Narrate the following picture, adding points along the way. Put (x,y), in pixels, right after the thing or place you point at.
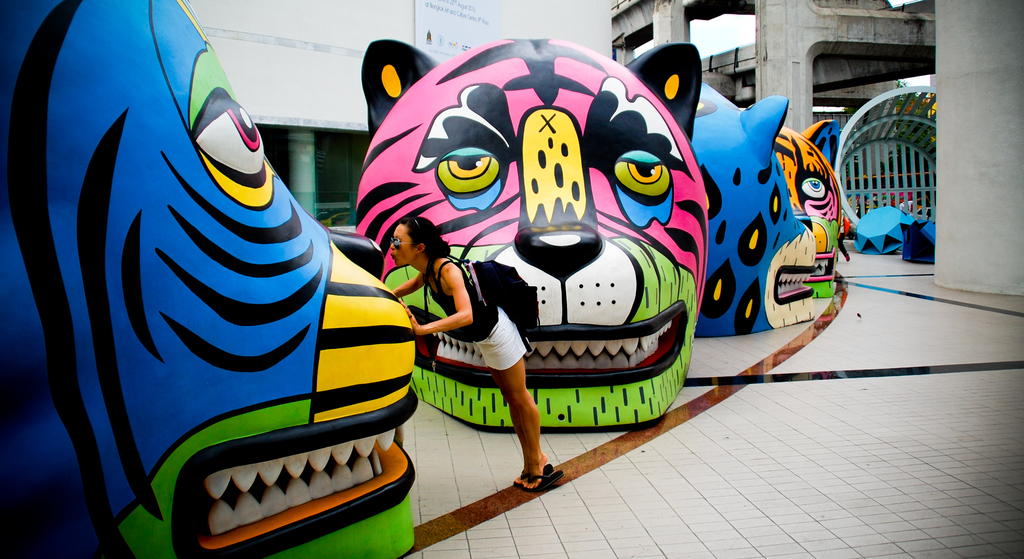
In this image there are a few objects (654,337) on the floor (676,487). They are designed in the shape of animals (514,167). In the center (503,296) there is a woman (503,346) standing beside the objects (373,295). Behind the objects (509,78) there are buildings (530,31). At the top (466,17) there is a board (481,21) on the building (355,28). To the right (961,138) there is a wall (972,153). Behind the wall (981,195) there is a grill (875,164).
